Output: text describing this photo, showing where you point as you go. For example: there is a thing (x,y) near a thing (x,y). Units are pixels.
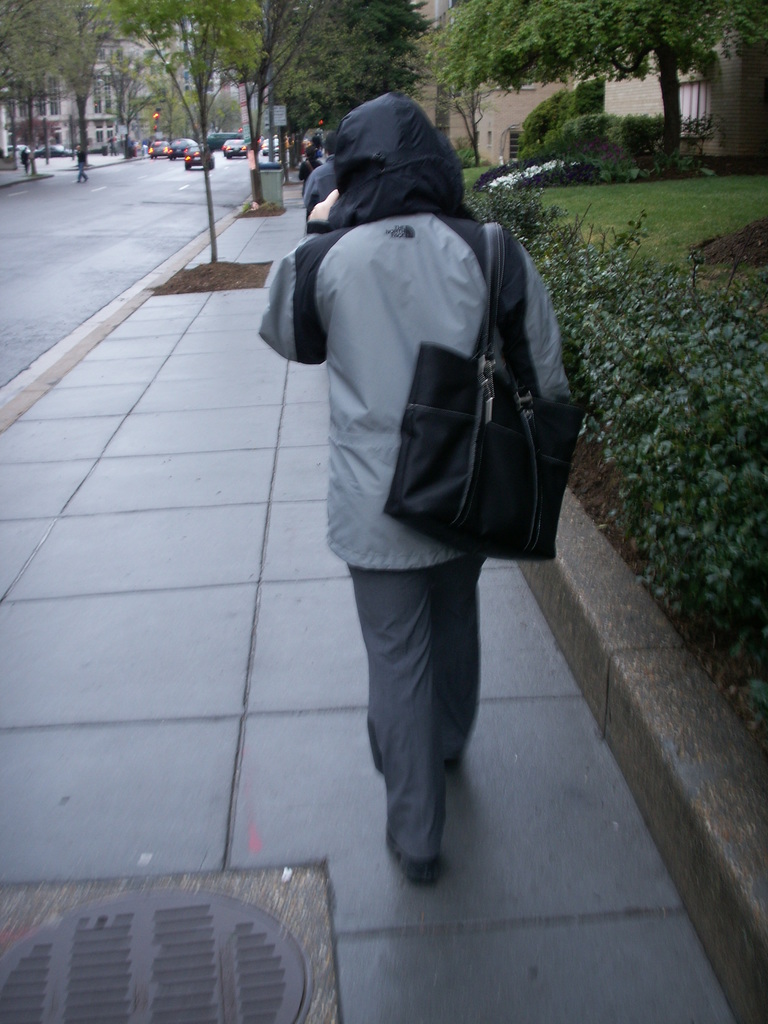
In this image I can see a person (502,311) wearing a handbag (508,408). At the back side (285,80) there are trees (317,91) cars (227,143) and a building (101,97).
